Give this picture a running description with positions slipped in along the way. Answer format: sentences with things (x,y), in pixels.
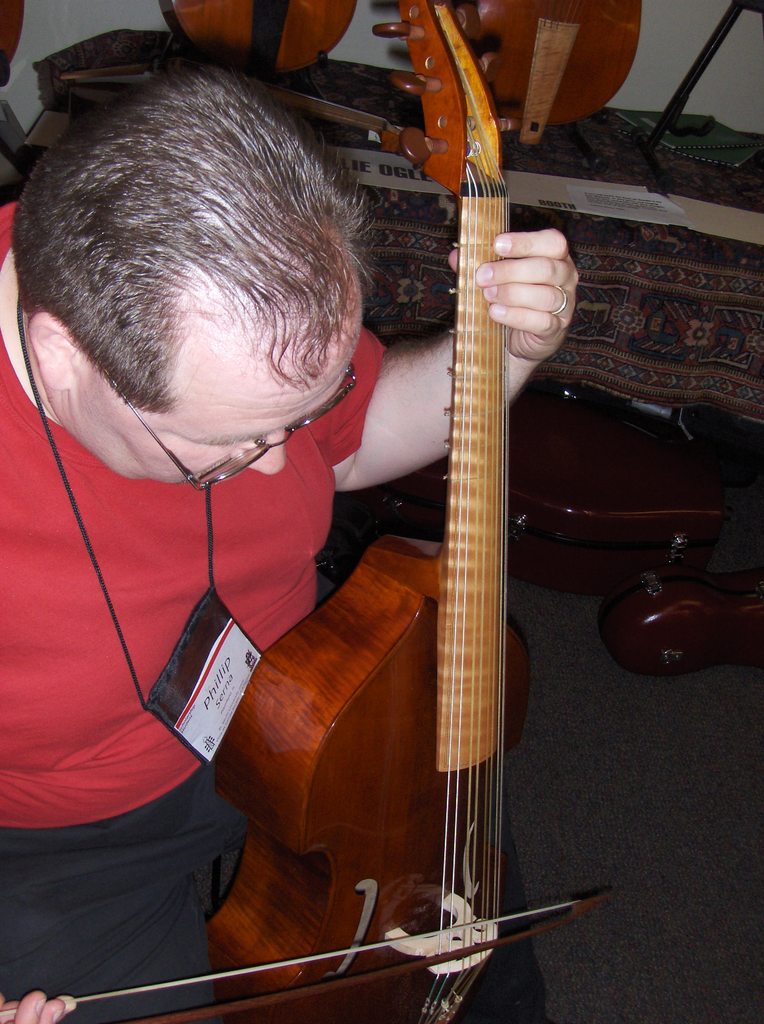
In the foreground of the pictures there is a person (134,557) in red dress (134,557) playing a musical instrument (469,737). In the center of the picture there are musical instruments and a table (622,249) covered with cloth (618,238).
